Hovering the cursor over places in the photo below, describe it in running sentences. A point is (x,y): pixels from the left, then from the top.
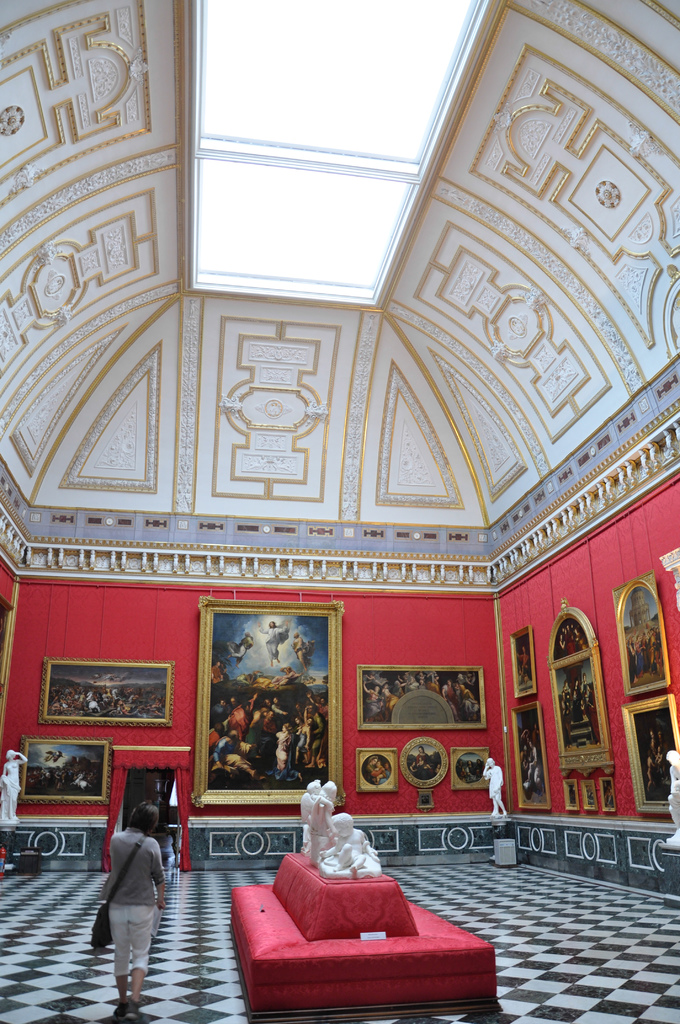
There is a sculpture (351,875) on a red color sofa (325,927). A person (132,907) wearing a bag (104,936) is walking. On the wall (157,656) there are many paintings (426,684). Statues (488,766) are there.
